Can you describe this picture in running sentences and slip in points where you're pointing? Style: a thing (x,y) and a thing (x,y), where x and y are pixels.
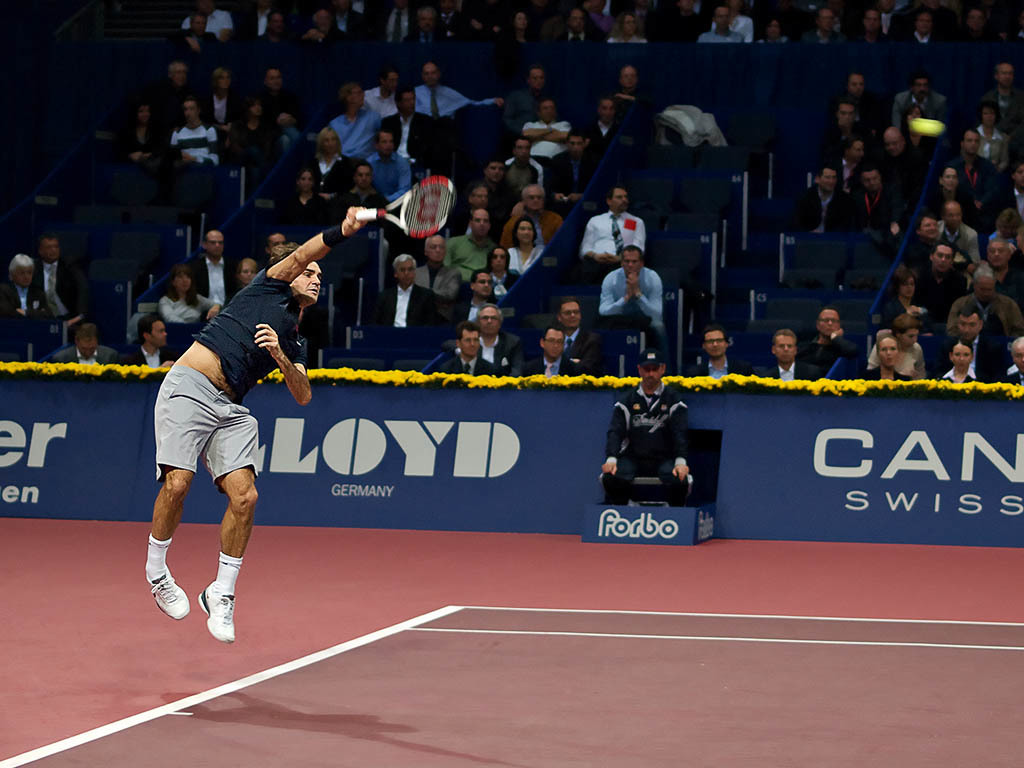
In this picture we can see a man (318,248) who is playing in the ground (710,640). He is holding a racket (383,212) with his hand (358,221). On the background (667,416) we can see some persons (710,335) sitting on the chairs (660,223). And this is hoarding (461,448).
